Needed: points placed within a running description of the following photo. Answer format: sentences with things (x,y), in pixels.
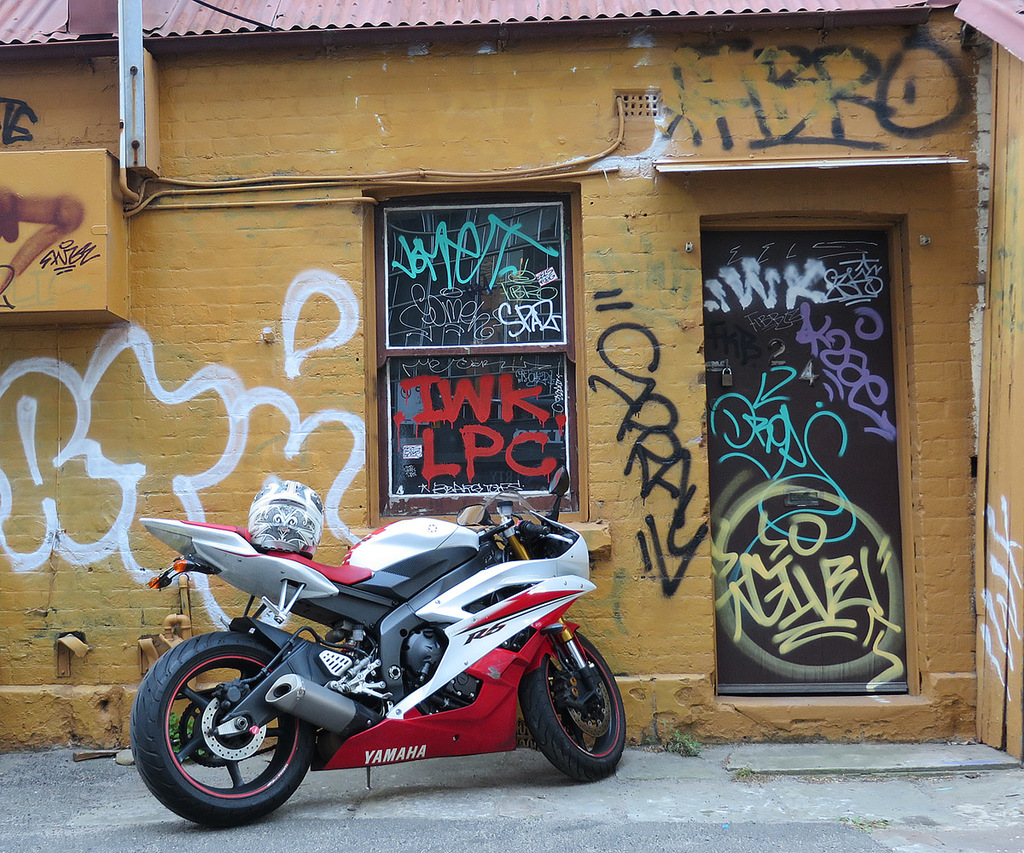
In the center of the image (424,526) there is a bike (370,769). In the background of the image (139,550) there is a house (648,370). There is a door (705,352). There is a window (557,248).
